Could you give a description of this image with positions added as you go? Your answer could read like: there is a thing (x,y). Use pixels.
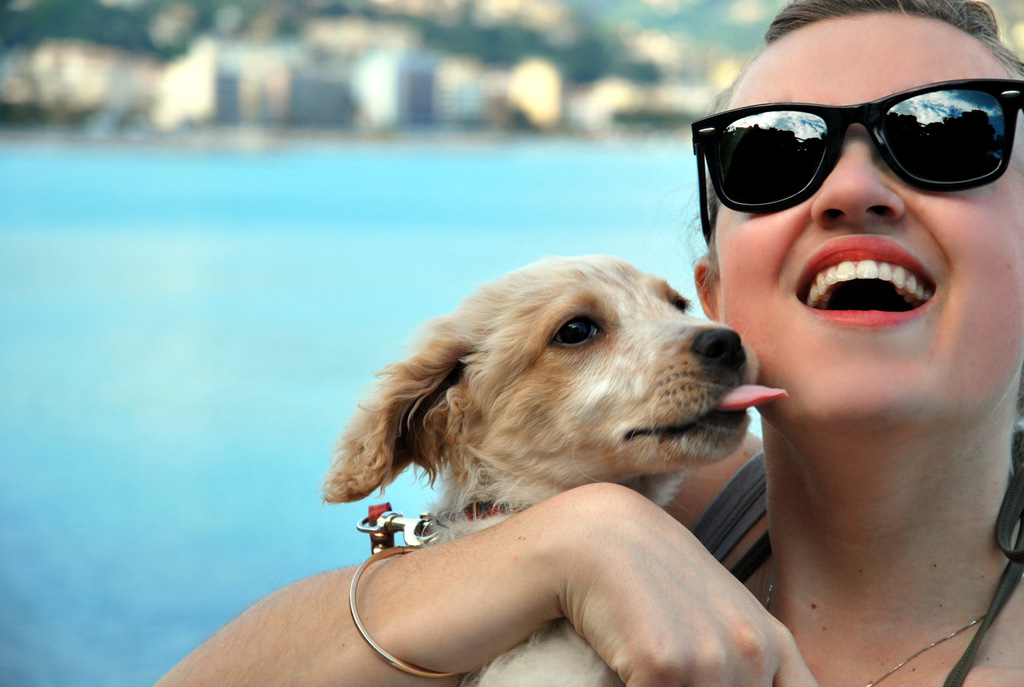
In this picture there is a woman (740,453) holding a dog (726,409) and smiling. There is a water (241,293) and some trees (540,49) at the background (522,62).
